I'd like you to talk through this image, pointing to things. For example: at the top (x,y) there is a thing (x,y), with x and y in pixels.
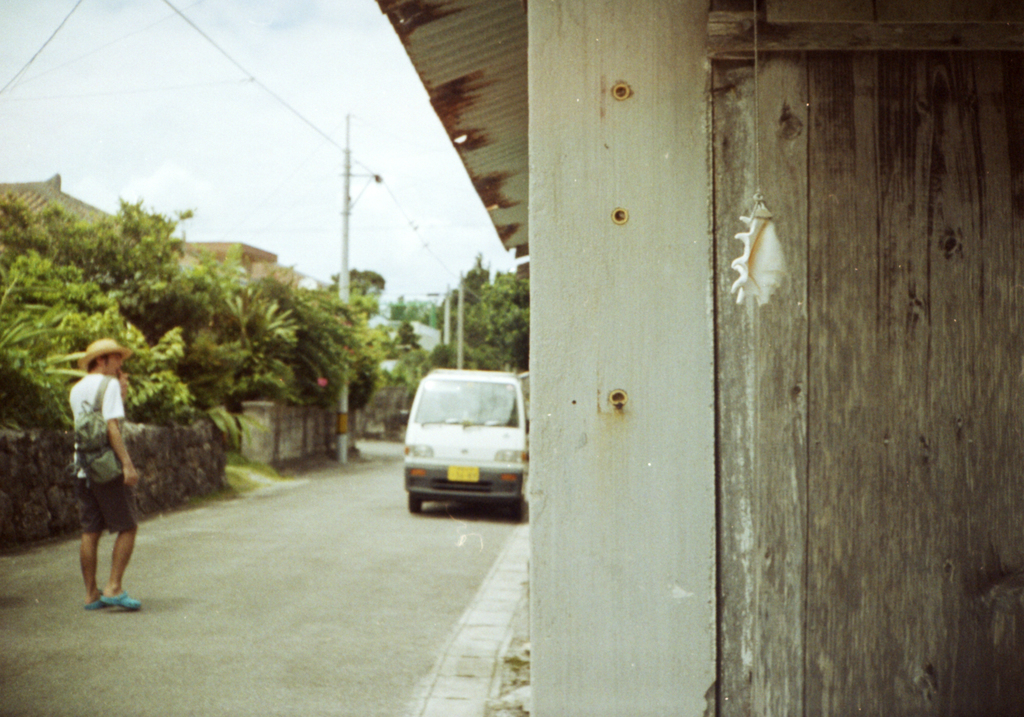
In this image there is a wooden house (716,459) on the right side of this image (696,247) and there is a white color vehicle (470,456) in middle of this image (475,437) and there is a road (318,639) in the bottom of this image (365,572). There is one person (131,505) standing on the left side of this image (107,520) and there are some trees (249,356) in the background (318,303). There is a sky (251,150) on the top of this image (255,90).
